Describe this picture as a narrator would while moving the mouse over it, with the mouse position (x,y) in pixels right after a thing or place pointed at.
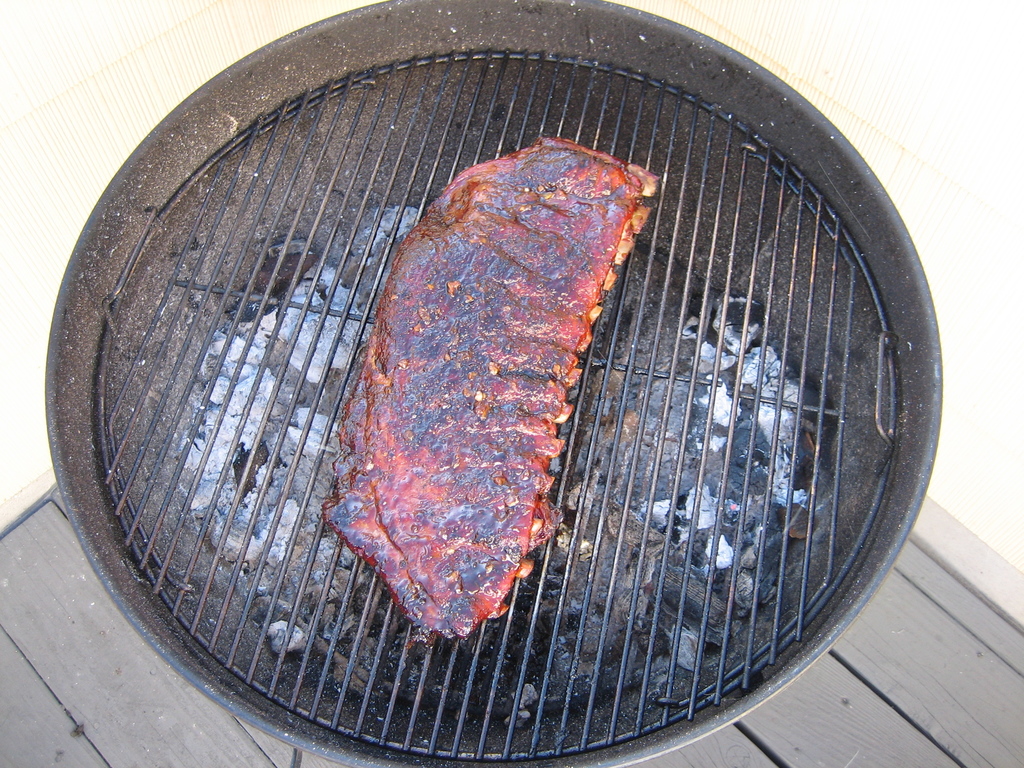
In this image there is a charcoal grill (300,210) on a wooden surface (888,668), there is a meat (502,338) on the grill (492,100), at the background of the image (10,245) there is the wall (32,205).
